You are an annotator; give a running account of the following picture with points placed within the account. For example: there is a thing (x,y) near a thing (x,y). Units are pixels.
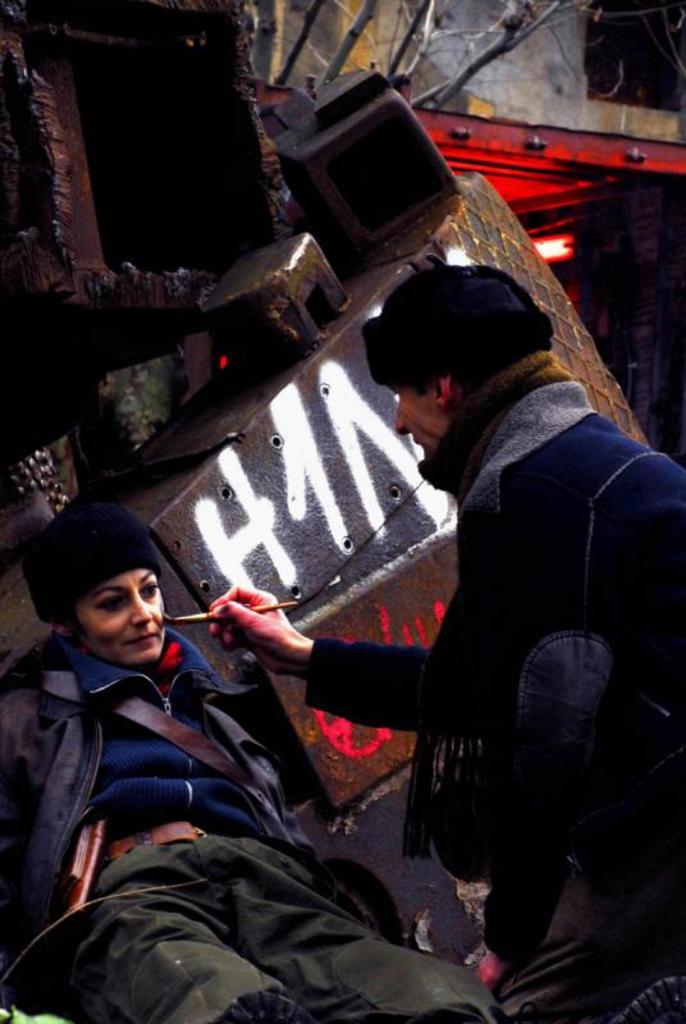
On the right side of the image (546,513) there is a man (503,445) with stole (518,376) around his neck (493,423) and a cap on the head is standing. He is holding a brush (174,624) in the hand (240,616) and painting of the lady face (152,648), who is in front of the man (481,554). The lady (102,561) is sitting. Behind the lady (56,564) there is a machine (318,388) with something written on it. In the background (480,22) there are branches (502,43), walls (539,81) and lights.
